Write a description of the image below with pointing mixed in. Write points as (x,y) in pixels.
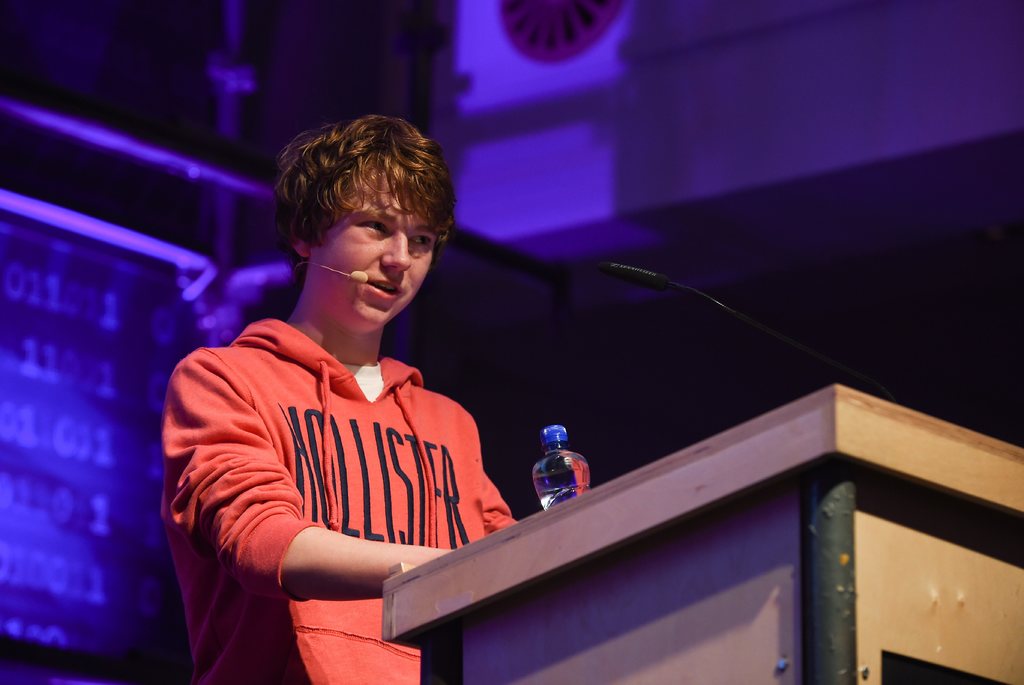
In this image we can see a person (312,573) wearing red color T-shirt (304,508), attached a microphone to his ear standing behind the wooden podium (611,587) on which there is water bottle (548,500) and microphone (629,266) and in the background of the image (56,302) there is some blue color light (16,378) which is falling on some screens (64,554) and sheets (573,121).
